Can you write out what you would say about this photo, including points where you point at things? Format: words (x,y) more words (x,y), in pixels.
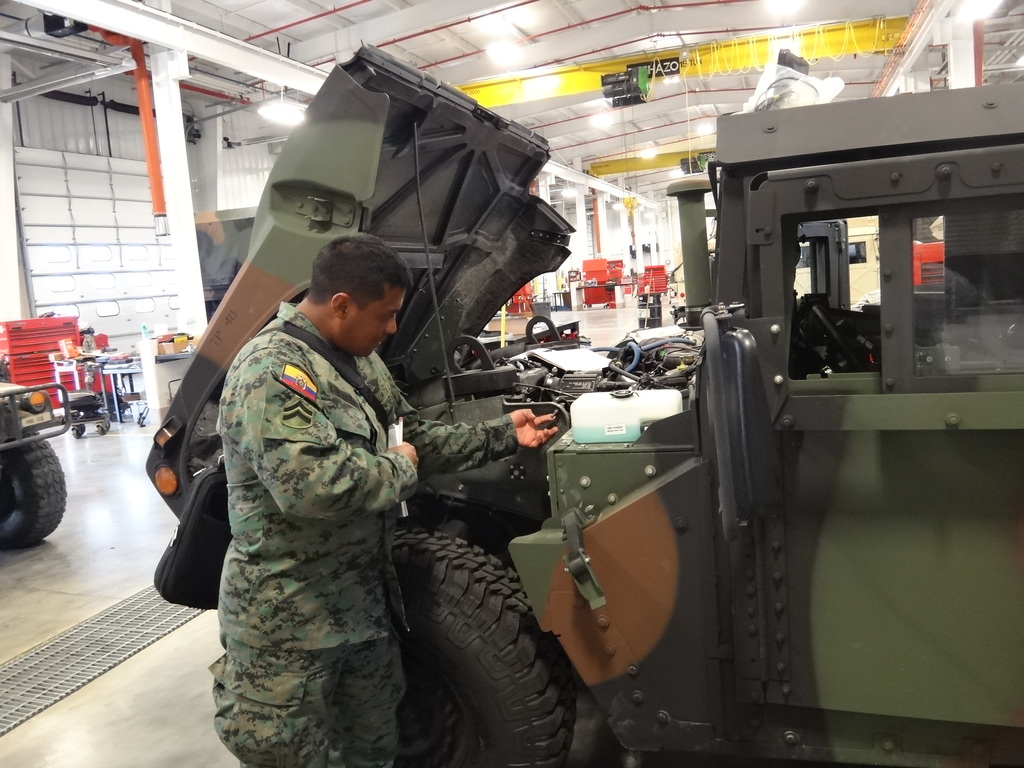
In this image there is a vehicle (9,503) and objects (149,335) on the left corner (95,412). There are vehicles (439,648), person (362,437) in the foreground (586,471). There is floor (204,625) at the bottom (64,756). There are lights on the roof (319,25) at the top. And there are objects (569,305) in the background (662,285).
